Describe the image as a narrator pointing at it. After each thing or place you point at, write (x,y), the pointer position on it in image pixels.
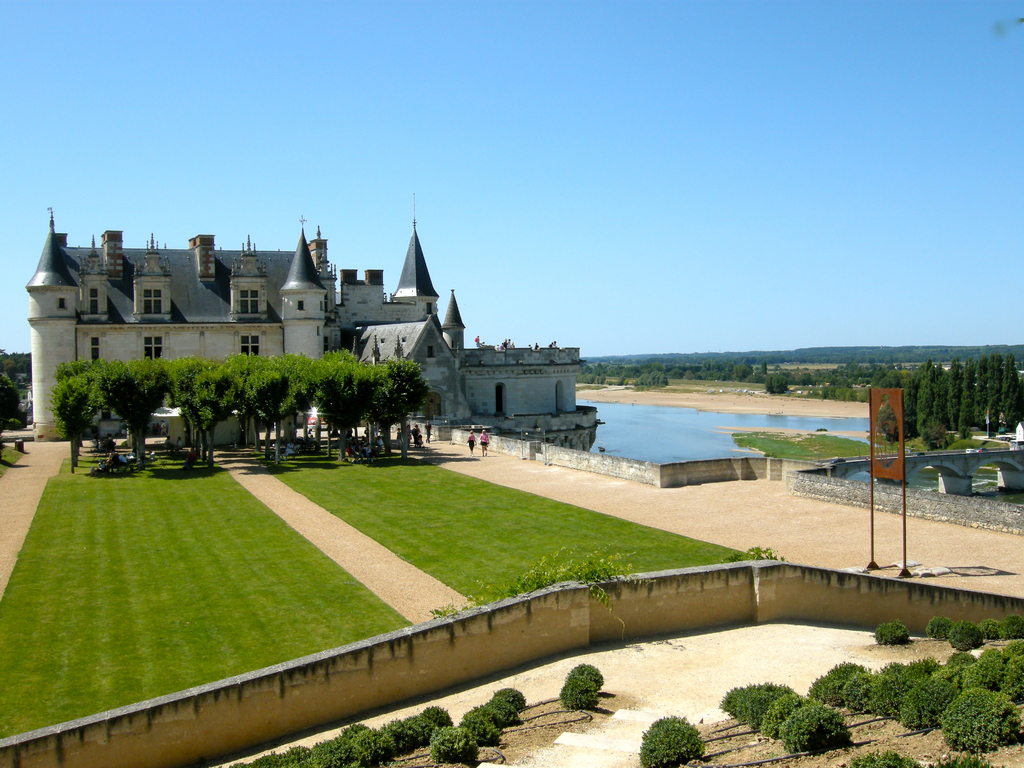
In the picture we can see a path (527,689) to it, we can see some bushes (646,749) and around the path (595,756) we can see the wall (577,625) and behind it, we can see grass surface (398,526) and far away from it, we can see some plants (193,411) and behind it, we can see a building (308,326) with some windows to it and beside it we can see a lake (621,453) and full of trees (623,375) beside it and in the background (471,280) we can see a sky (904,277).
